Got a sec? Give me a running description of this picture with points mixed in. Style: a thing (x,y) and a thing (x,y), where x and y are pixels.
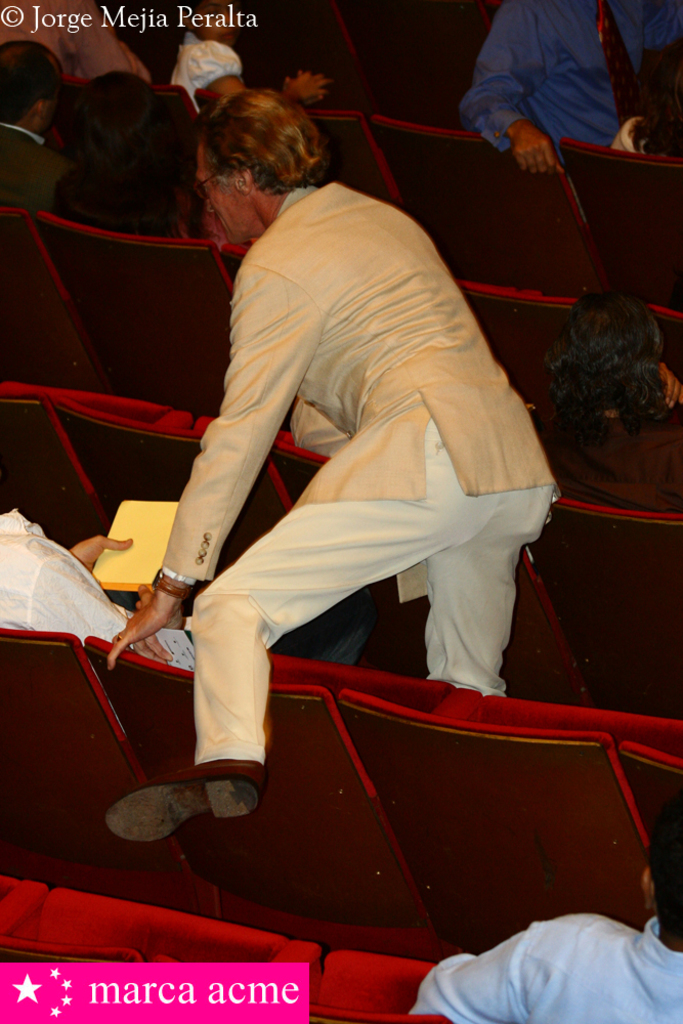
In the center (440,345) there is a man (365,497) standing on the seat (349,688) and there are people (10,562) sitting in the seats (555,792).
